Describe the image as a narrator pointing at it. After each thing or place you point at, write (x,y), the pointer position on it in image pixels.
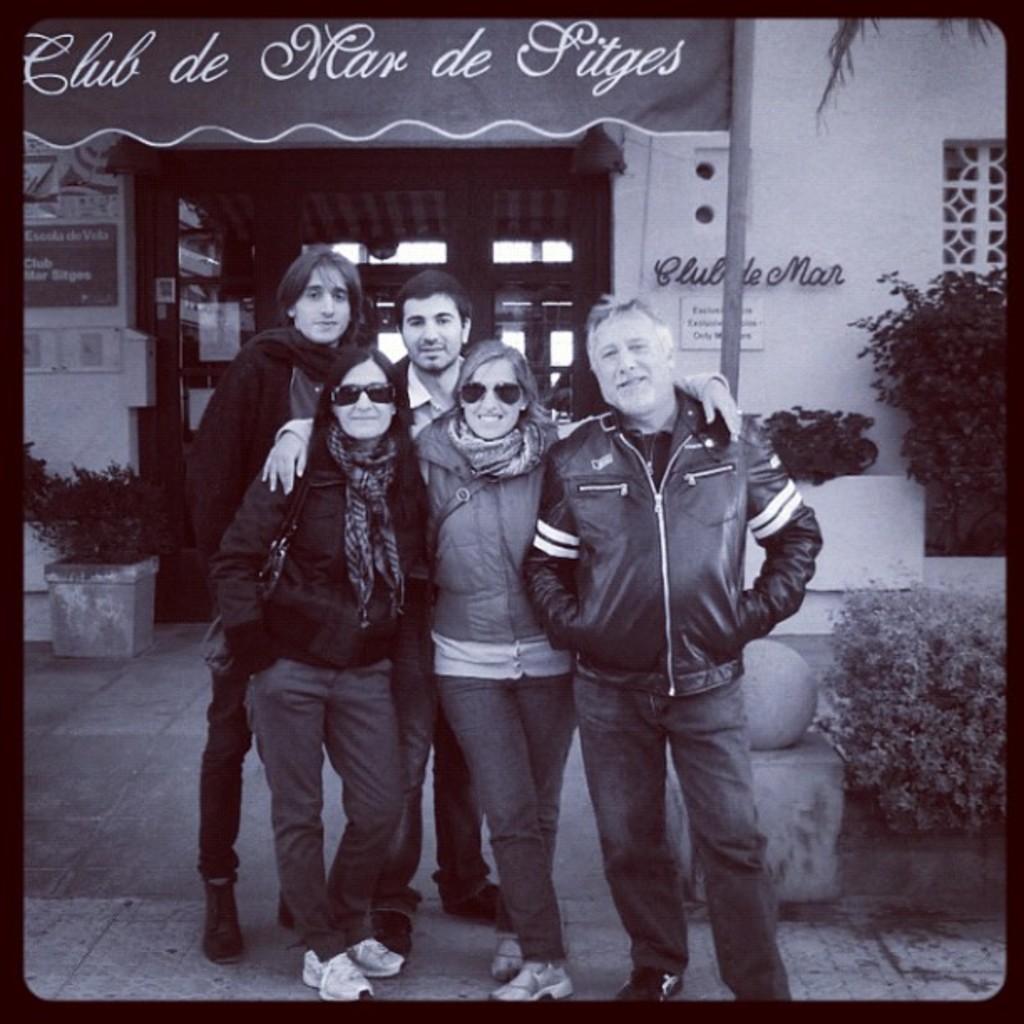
In this image there are three men (213,453) and two women (361,699) standing, the women (494,534) are wearing bags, they are wearing goggles (501,388), there is a pole (733,114) towards the top of the image (737,89), there is a flower pot (131,602) towards the left of the image (115,608), there are plants (112,489), there are windows (548,304), there is a door (462,271), there are boards (95,257), there is text (88,264) on the boards (70,266), there is a wall (821,241), there is text (815,274) on the wall (754,270).
